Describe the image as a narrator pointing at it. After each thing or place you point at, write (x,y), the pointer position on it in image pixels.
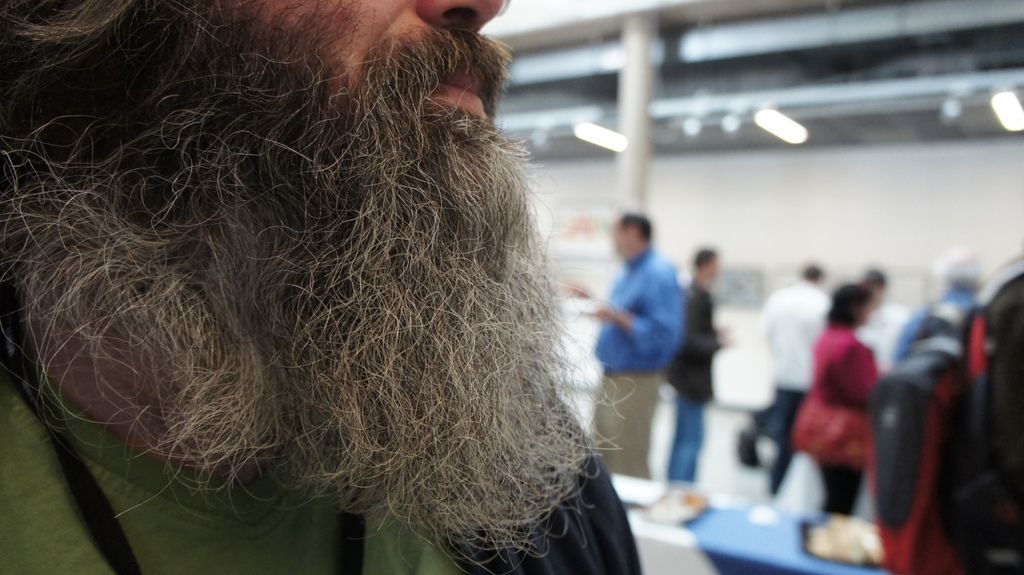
Here we can see few persons (687,465) and this is a table (696,557). In the background (645,111) we can see a pillar (635,143), lights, and wall (893,199).
